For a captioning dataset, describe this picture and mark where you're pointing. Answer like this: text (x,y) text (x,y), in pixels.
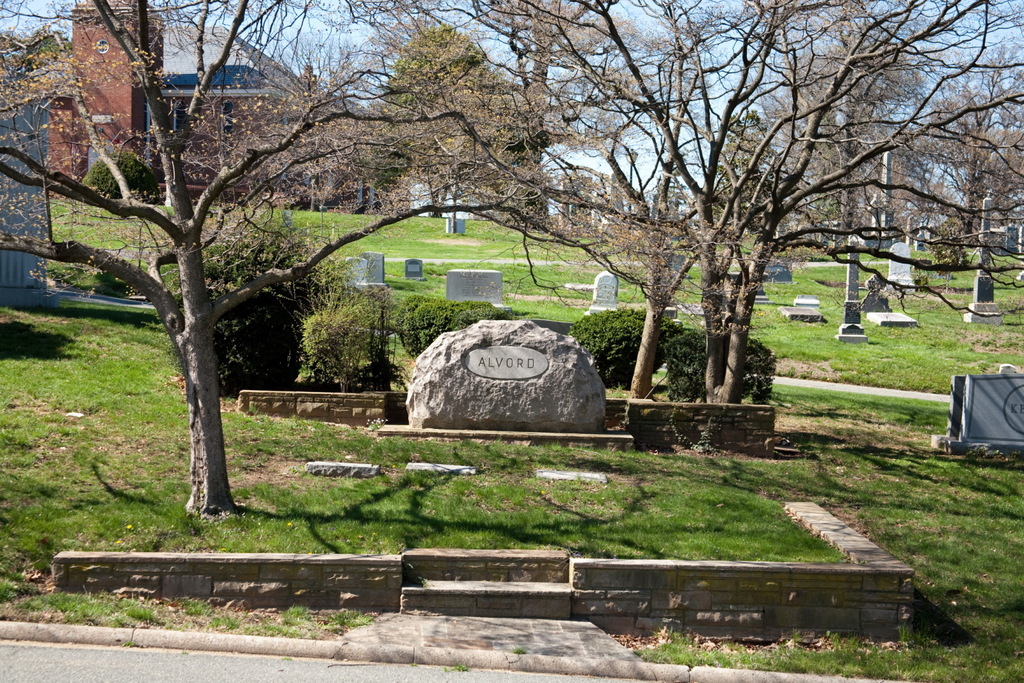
In this image I can see number of tombstones (506,394), plants (496,309), trees (886,119) and grass (748,501). In the background (110,102) I can see few buildings (145,124) and the sky (612,63). I can also see shadows (630,540) over here.
